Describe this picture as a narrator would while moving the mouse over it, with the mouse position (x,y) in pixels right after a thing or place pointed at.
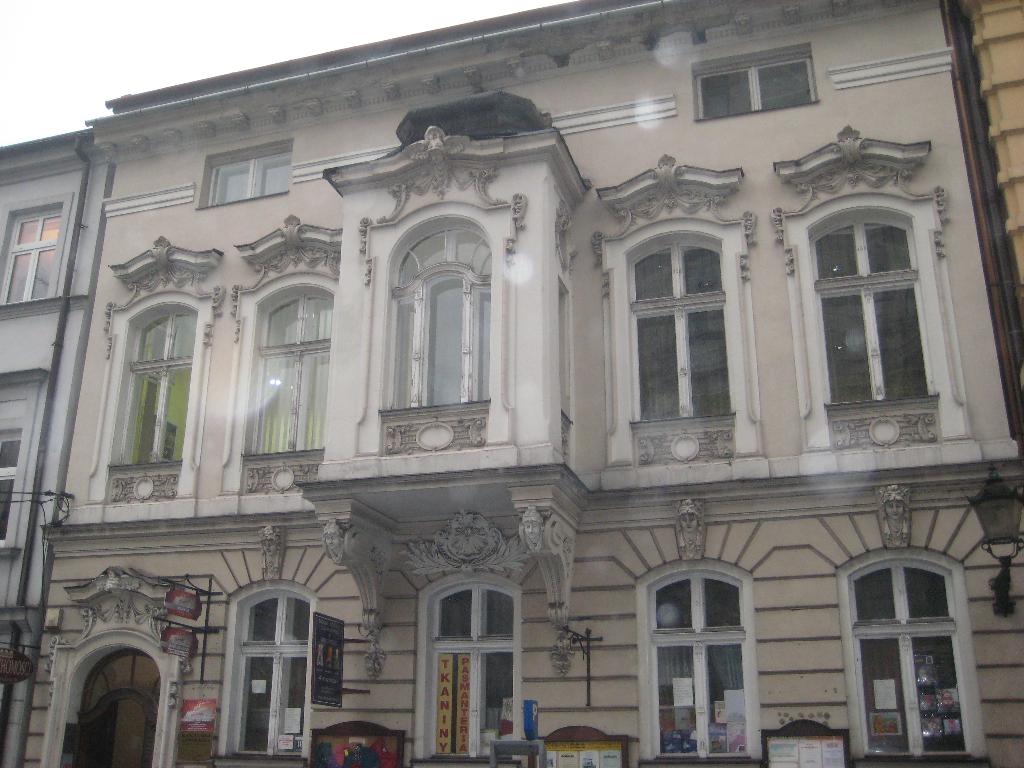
In this picture I can observe a building (443,359) in the middle of the picture (596,296). There are many windows (160,353) to this building (281,256). In the background (241,39) I can observe sky (139,38).
